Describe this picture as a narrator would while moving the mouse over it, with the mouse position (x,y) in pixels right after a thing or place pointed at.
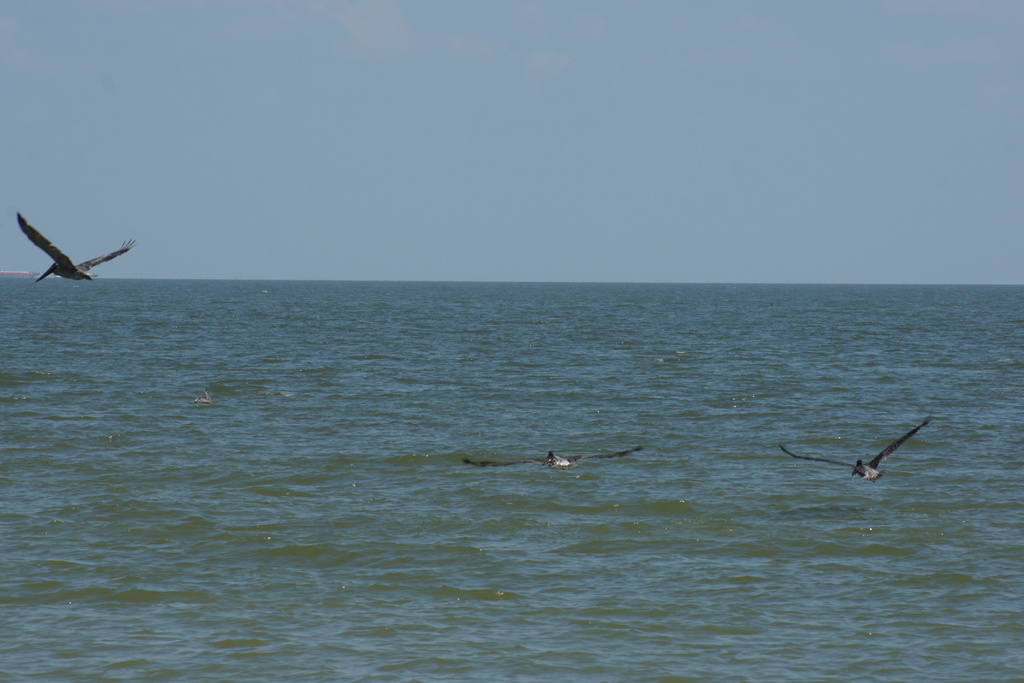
In the middle of the image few birds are flying. Behind the birds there is water (995,521) and sky (520,108).
